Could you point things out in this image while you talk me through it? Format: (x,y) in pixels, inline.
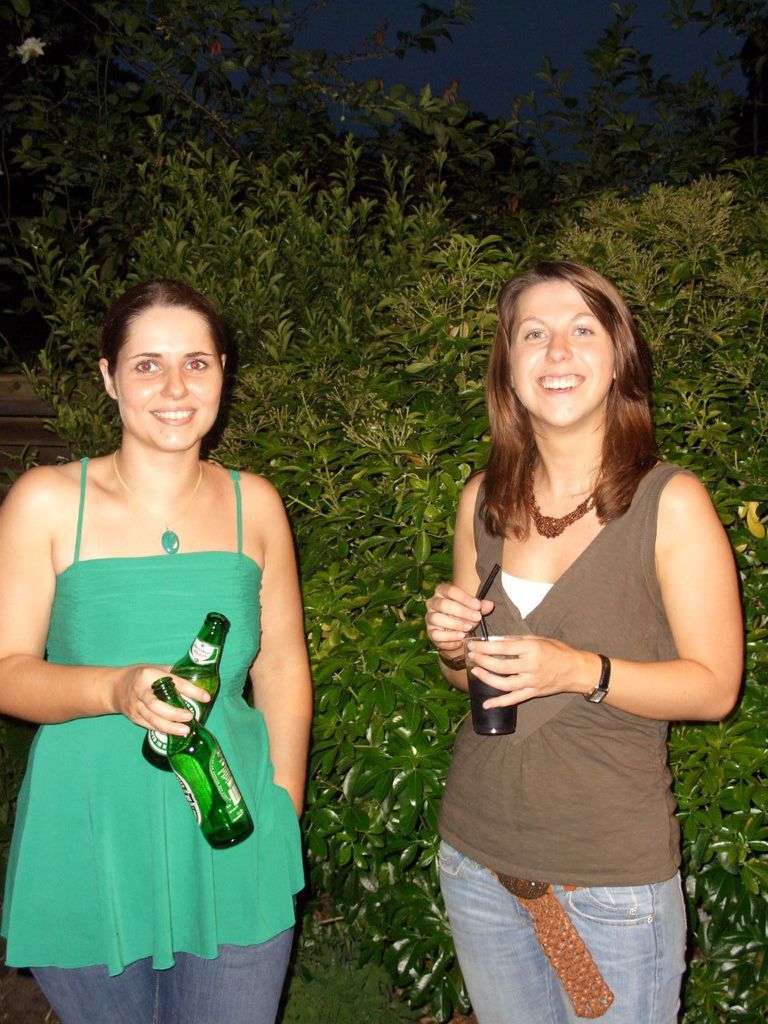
On the right (555,480) there is a woman (502,653) who is wearing grey t-shirt (610,789), jeans (596,906) and holding a cup (480,693). On the left (186,944) there is another woman (165,589) who is wearing green dress (155,591) and holding beer bottles (194,764). Both of them were standing near to the plants (380,441). At the top (575,66) we can see sky (485,55).
